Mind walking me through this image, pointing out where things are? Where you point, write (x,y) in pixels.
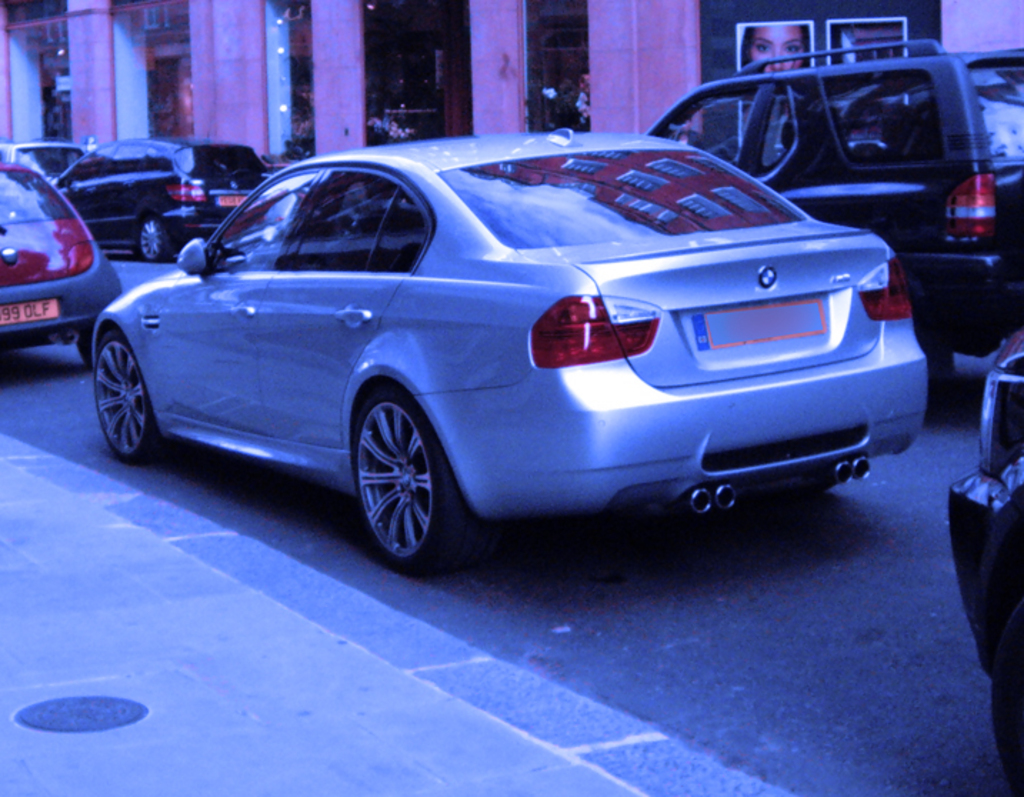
There are cars (607,458) on the road (493,588). In the background (598,46) we can see pillars (636,46), lights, posters (752,48).
